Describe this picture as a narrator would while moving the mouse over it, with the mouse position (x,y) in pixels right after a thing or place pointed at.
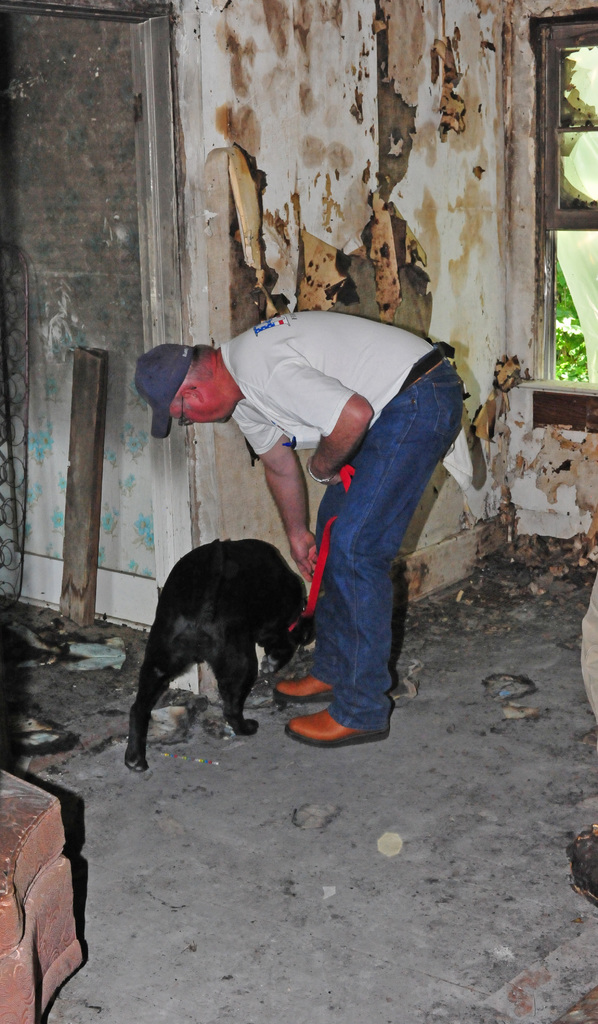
In the center (274,463) we can see the man (305,574) holding dog (205,563). Coming to the background (283,195) we can see the wall (218,175).
